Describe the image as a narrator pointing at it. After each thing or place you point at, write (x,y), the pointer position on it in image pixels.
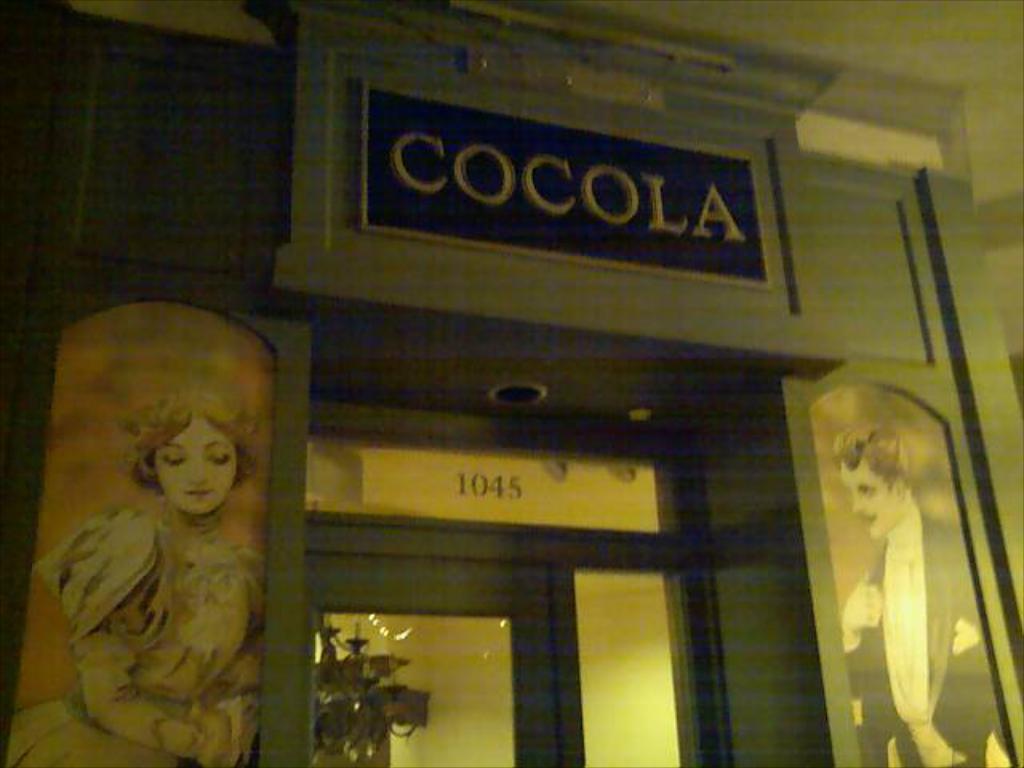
In this image we can see a building (894,270) with some images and text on it, we can see there is a door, through the door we can see the wall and a chandelier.
